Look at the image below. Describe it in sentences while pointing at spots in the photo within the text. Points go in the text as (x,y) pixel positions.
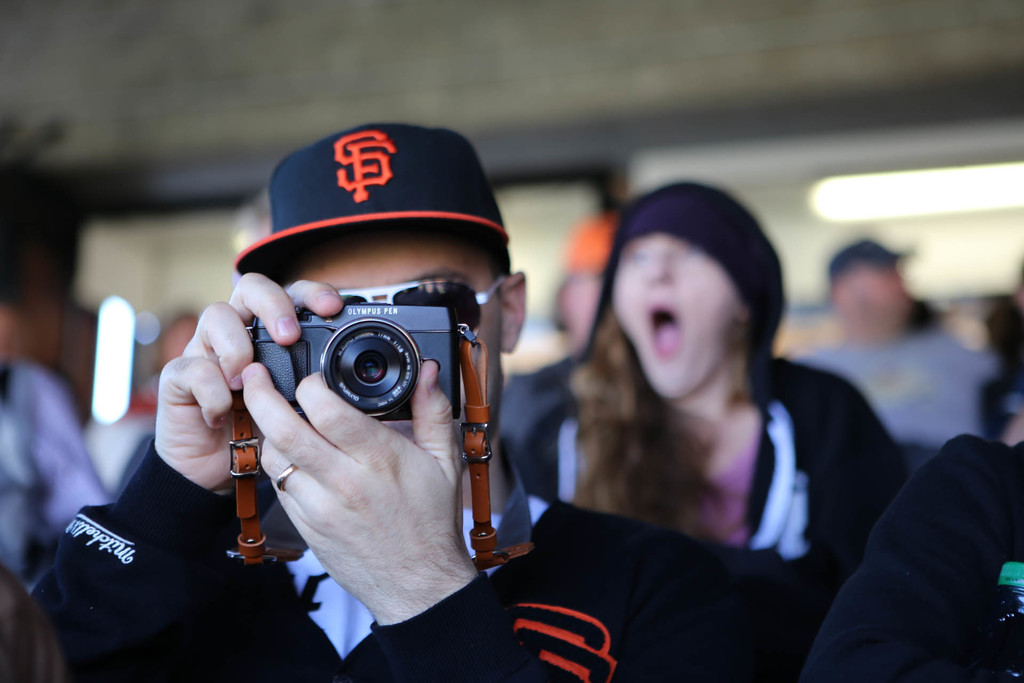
A man (512,506) with a cap (406,197) is taking a picture with camera (275,348) in his hand (311,448).
